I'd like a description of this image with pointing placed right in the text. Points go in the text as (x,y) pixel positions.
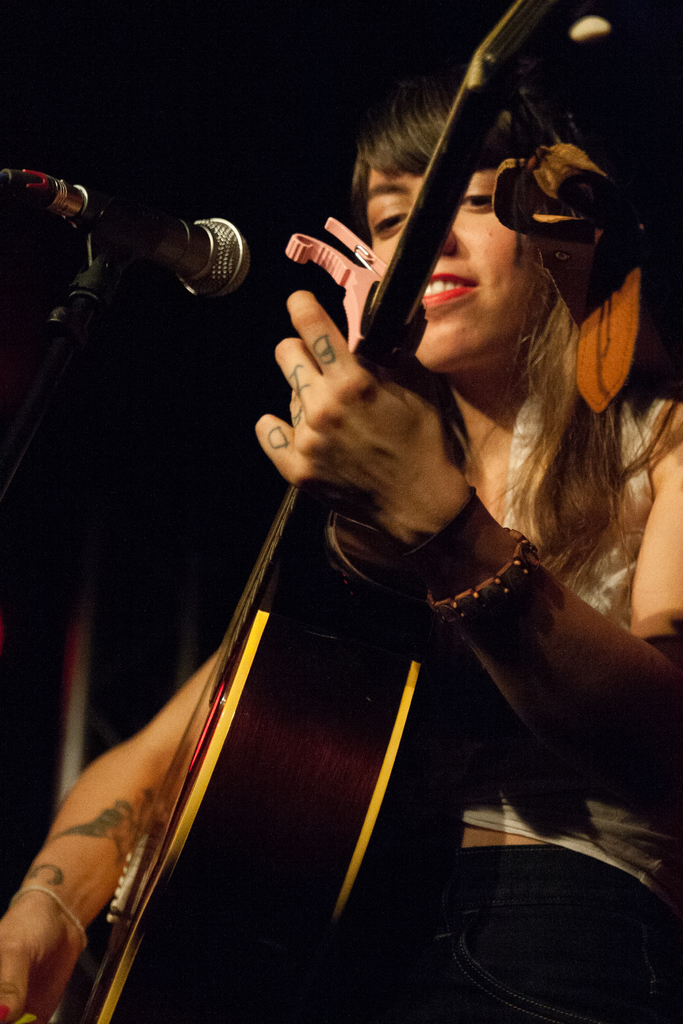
The woman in the picture is playing guitar (233,708) in front of a mike (138,246).
